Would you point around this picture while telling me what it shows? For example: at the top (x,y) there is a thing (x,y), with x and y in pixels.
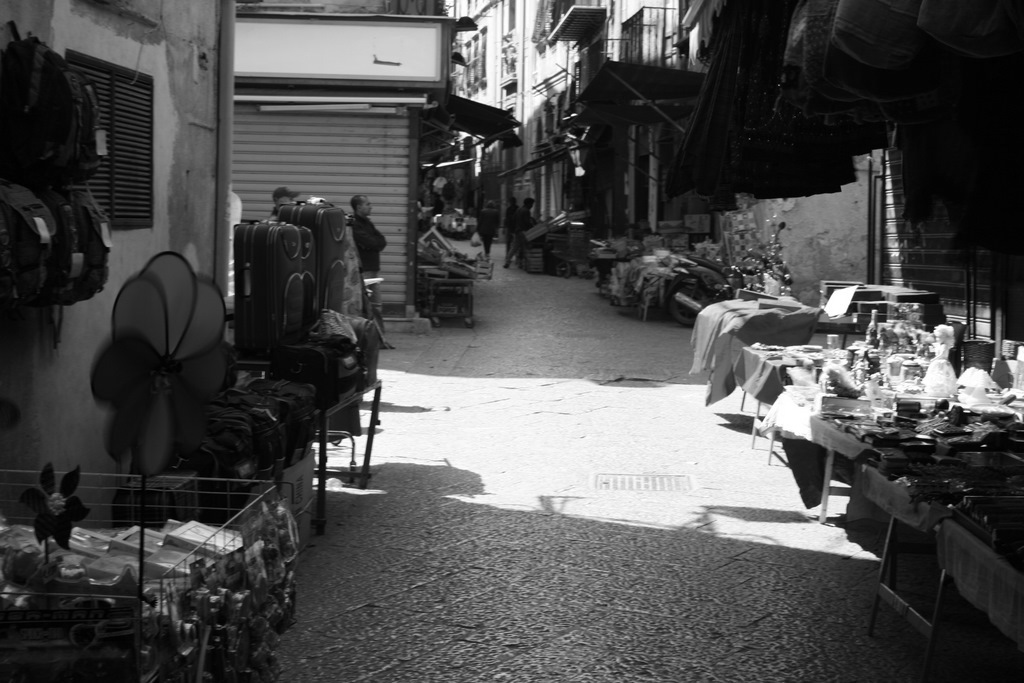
In this image I can see few buildings (78,464), shutters (889,199) and few people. I can see few luggage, boxes (477,265), cardboard boxes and few objects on the tables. In front (68,87) I can see the toy wind-fan (134,298) and few bags (30,257) to the wall (127,31).
